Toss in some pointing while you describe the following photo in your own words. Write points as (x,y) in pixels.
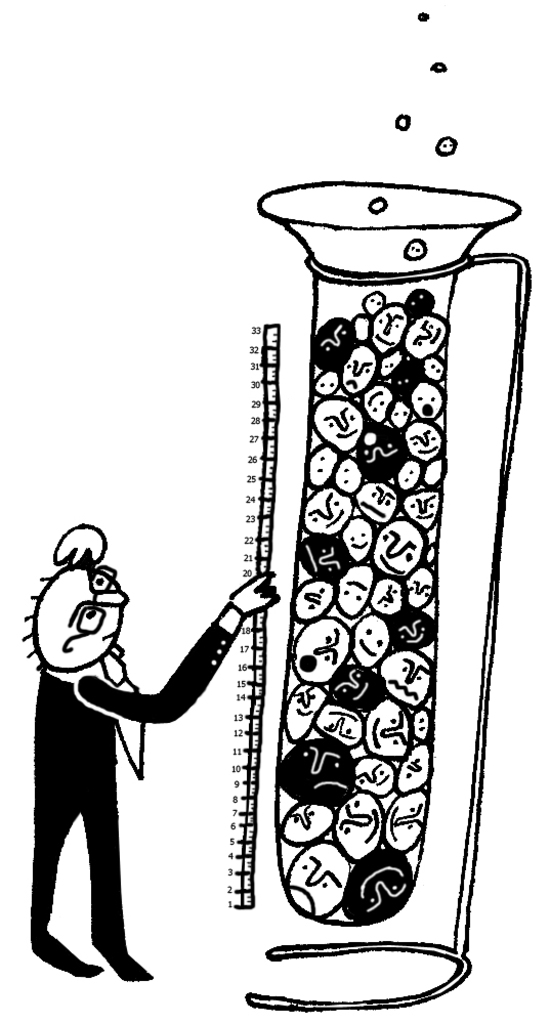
In this image we can see sketch of a cartoon (36,843).
